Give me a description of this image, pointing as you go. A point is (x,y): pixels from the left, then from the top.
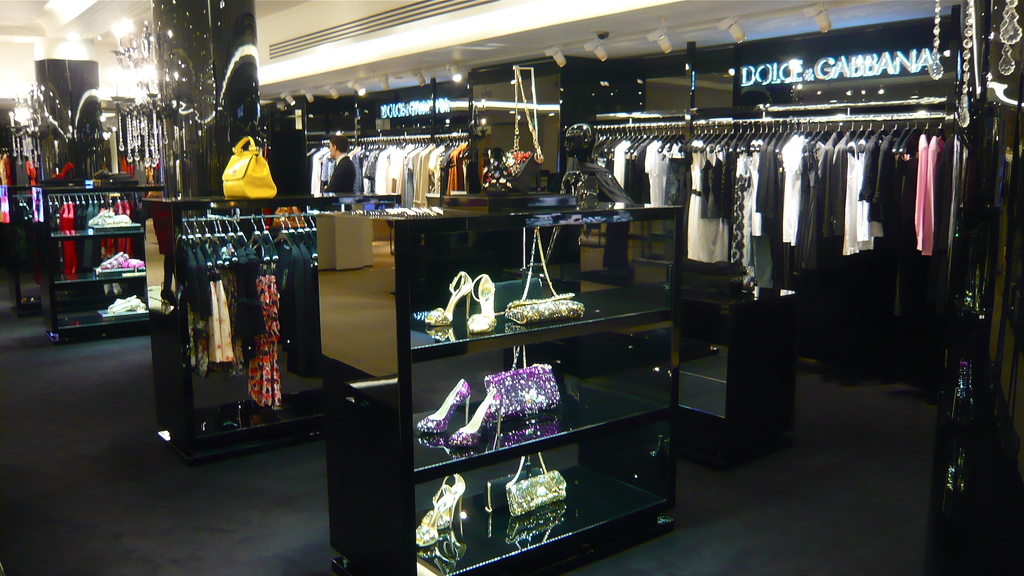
This picture shows an inner view of a store (104,152). We see clothes (797,224), footwear (473,313), wallets (493,378) and a man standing and we see lighting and few shelves (403,271).
